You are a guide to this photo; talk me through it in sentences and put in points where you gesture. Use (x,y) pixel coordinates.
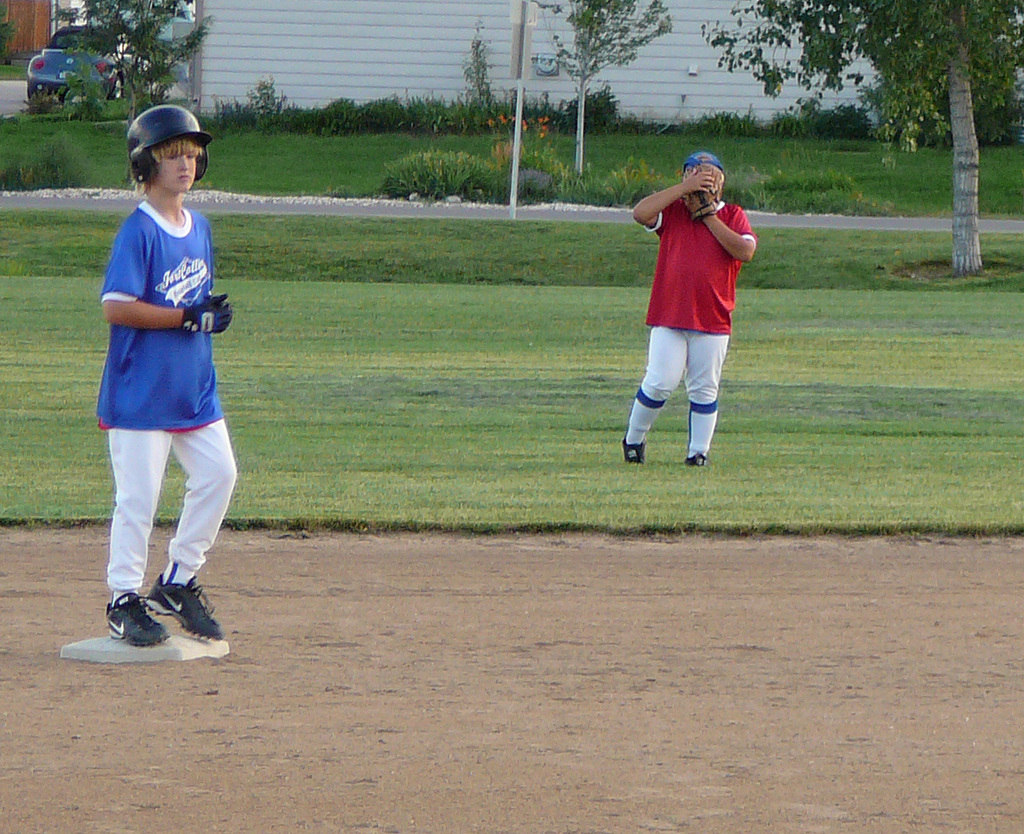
This person (185,252) wore gloves (200,313) and helmet (181,127). Another person (683,206) also wore gloves (697,210) and cap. Land (262,230) is covered with grass (603,315). Background (932,64) there are trees (590,56), vehicle (112,74) and plants (591,170).
